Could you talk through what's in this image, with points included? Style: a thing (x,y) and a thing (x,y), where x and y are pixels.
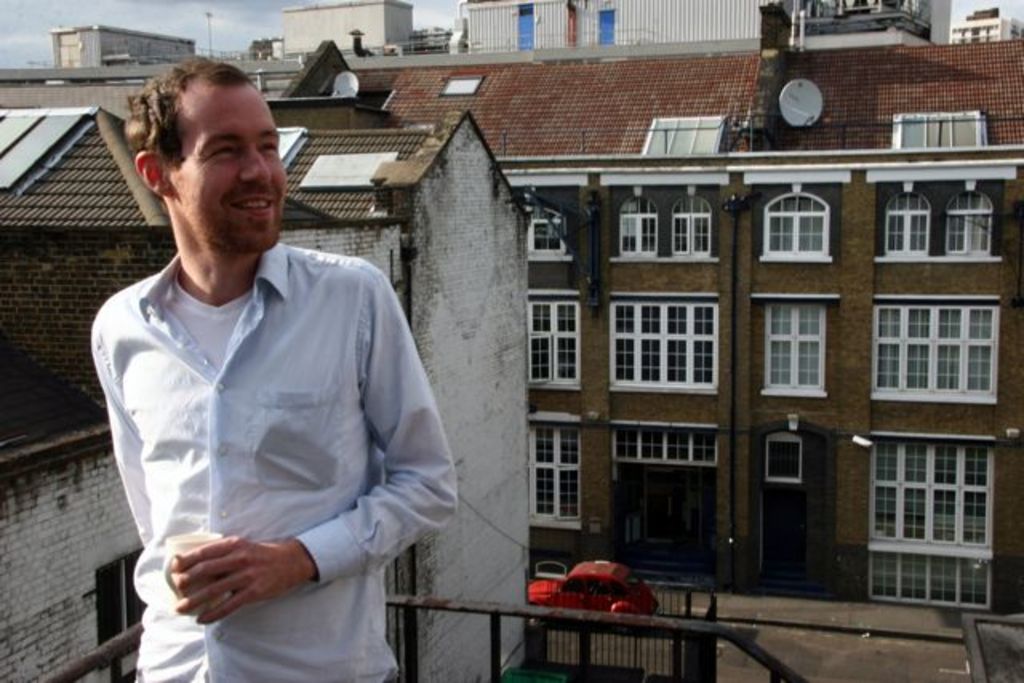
In this image we can see a person (231,456) wearing white color dress (238,494) holding some coffee glass (186,544) in his hands (191,590) and at the background of the image (342,151) there are some buildings (475,285) and a vehicle (611,592) parked on the ground (725,608).
